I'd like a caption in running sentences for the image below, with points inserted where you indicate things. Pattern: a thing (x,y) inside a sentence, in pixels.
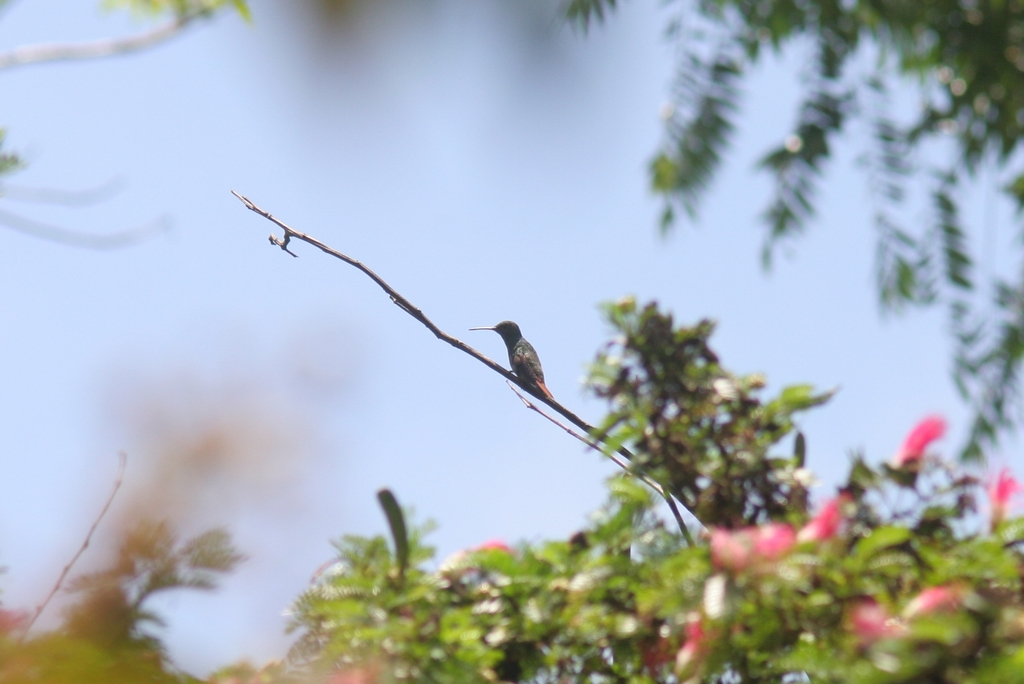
In this image, we can see a bird (520,377) is on the stem (588,423). At the bottom of the image (613,623), we can see some flowers (865,621) with leaves (711,632) and stems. Right side of the image (990,381), we can see green leaves (838,117). Background (475,215) there is a sky (494,212).
